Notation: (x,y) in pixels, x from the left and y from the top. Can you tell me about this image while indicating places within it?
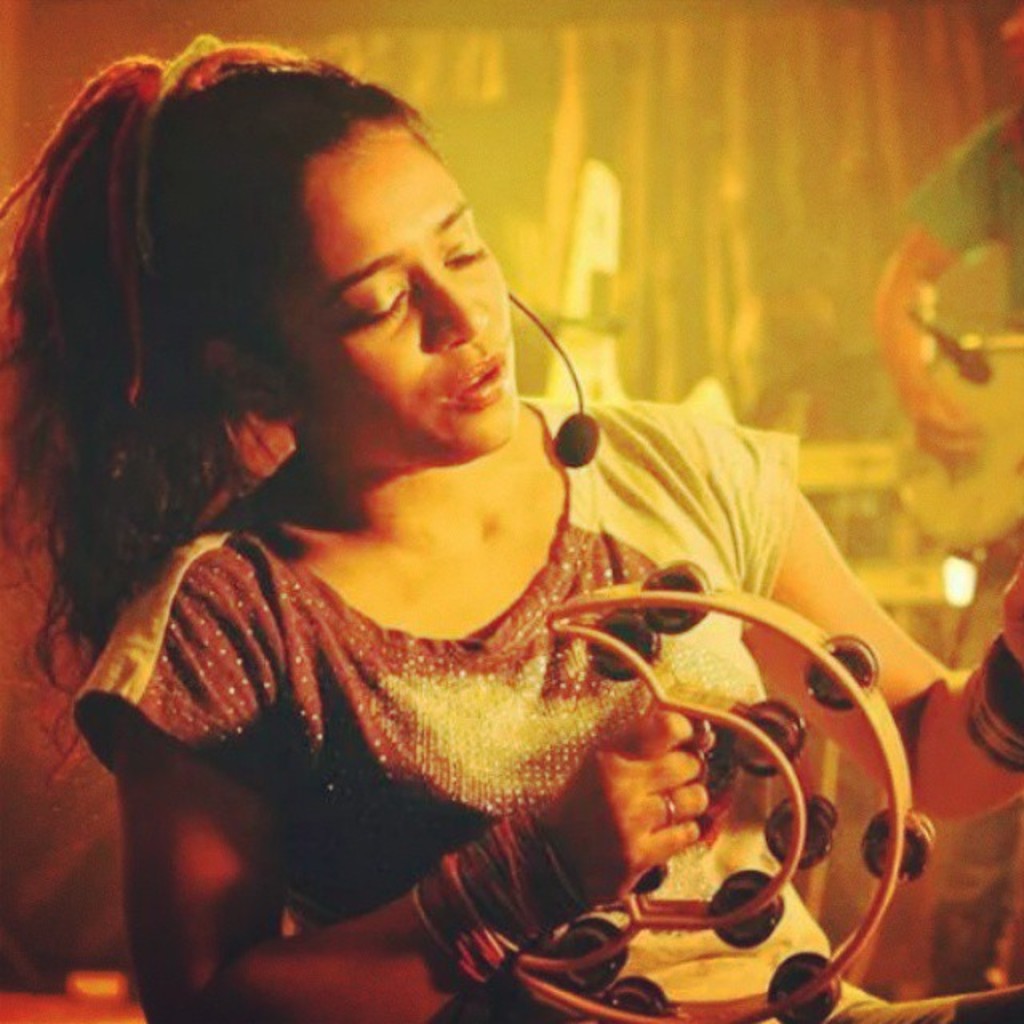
In this image we can see a lady (467,644) holding a musical instrument (736,739). And there is a mic (555,340) on her face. In the back (1012,196) there is another person (908,304) holding a musical instrument (1022,450). And there is a mic (959,341). In the background (63,799) it is blur.
